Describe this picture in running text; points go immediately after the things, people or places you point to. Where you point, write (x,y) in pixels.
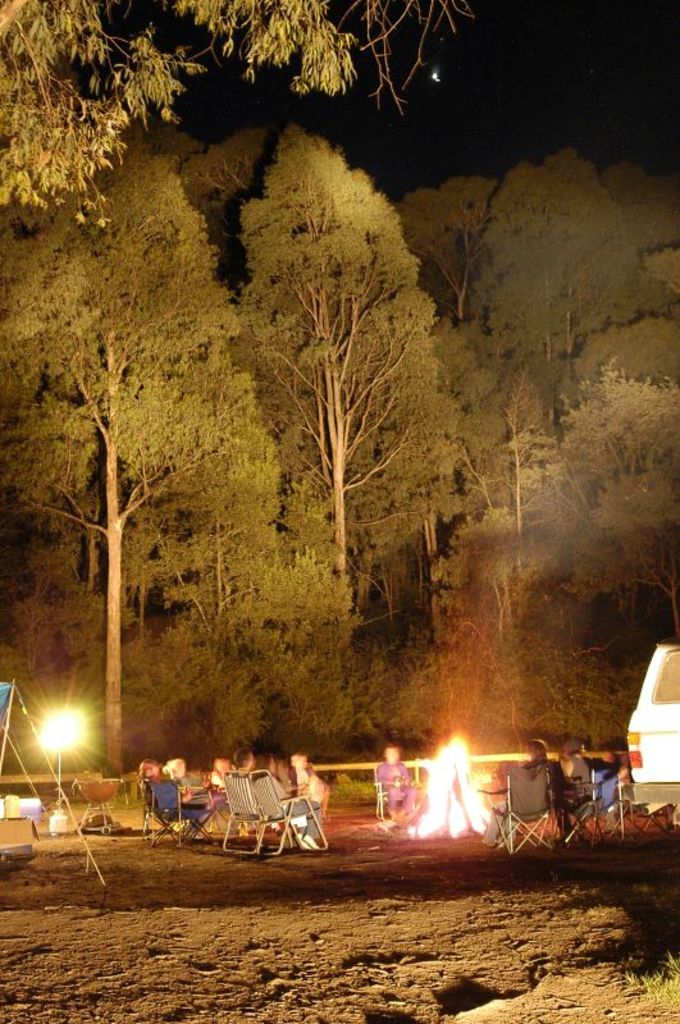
In this picture we can see a group of people (393,778) sitting on chairs (537,802), fire (448,799) and a vehicle (666,695) on the ground (554,825) and in the background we can see trees (251,329).
